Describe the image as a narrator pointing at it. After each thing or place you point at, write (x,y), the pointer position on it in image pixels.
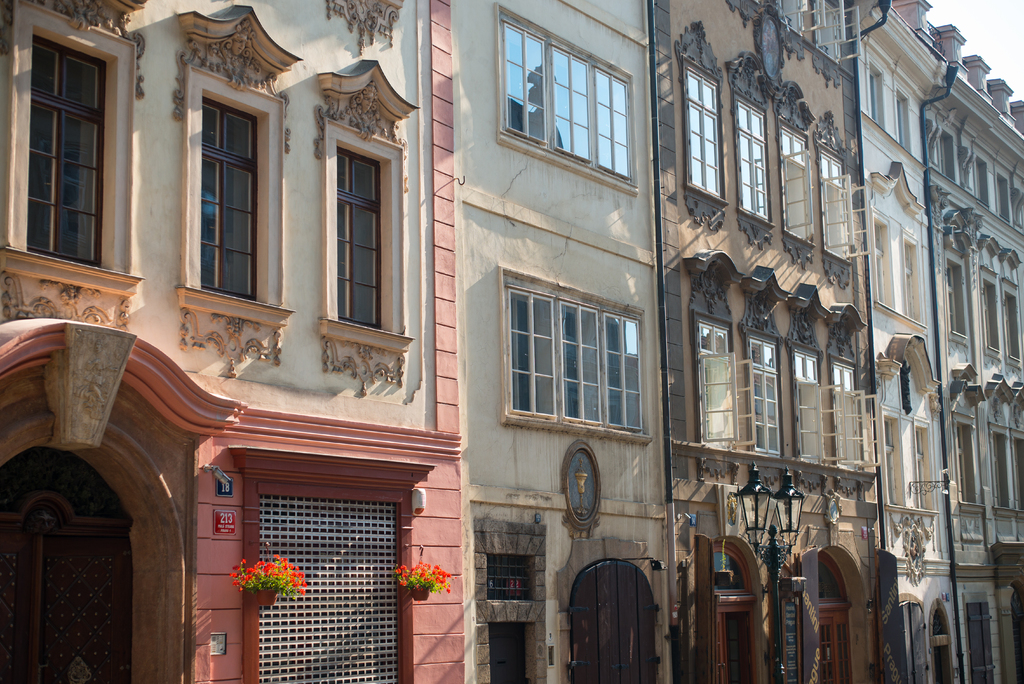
This image consists of many buildings (401,383) along with the windows (776,437) and doors (520,656). In the front (270,592), we can see two potted plants (425,583) hanging to the wall (437,633). At the top (1000,8), there is sky (968,19).
